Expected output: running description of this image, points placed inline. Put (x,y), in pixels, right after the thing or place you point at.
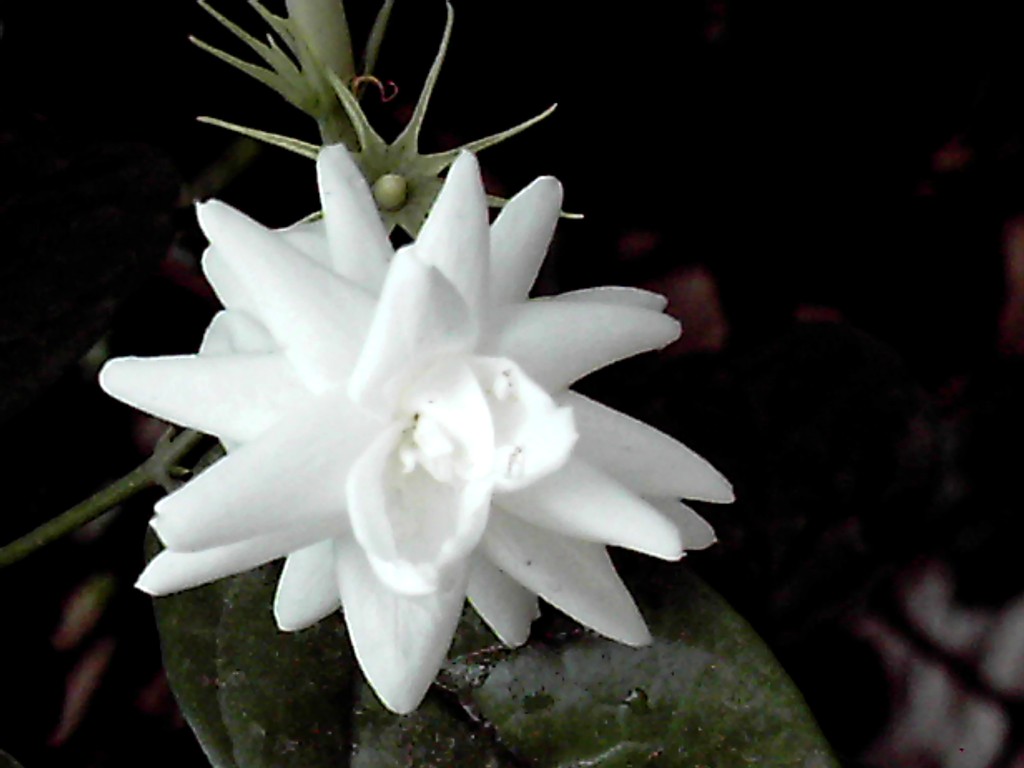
In the image there is a white flower plant (345,451).
